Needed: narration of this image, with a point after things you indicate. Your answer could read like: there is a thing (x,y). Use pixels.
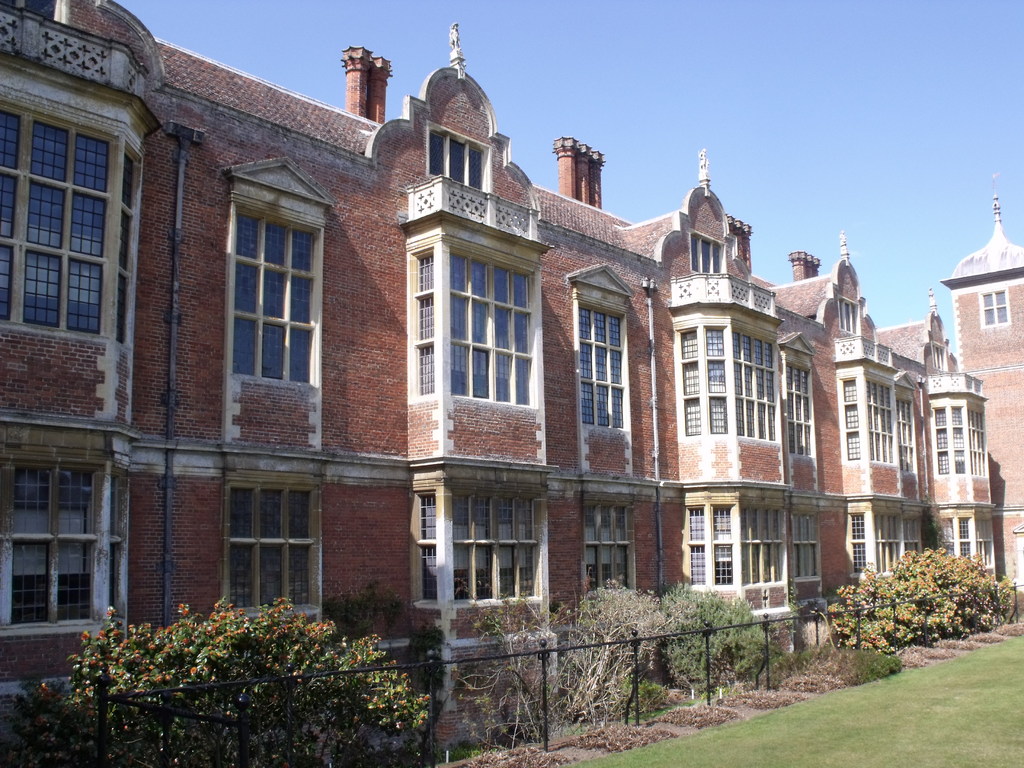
In this picture I can see some buildings (591,520), side there are some trees (615,693) near fencing (432,712) and grass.
